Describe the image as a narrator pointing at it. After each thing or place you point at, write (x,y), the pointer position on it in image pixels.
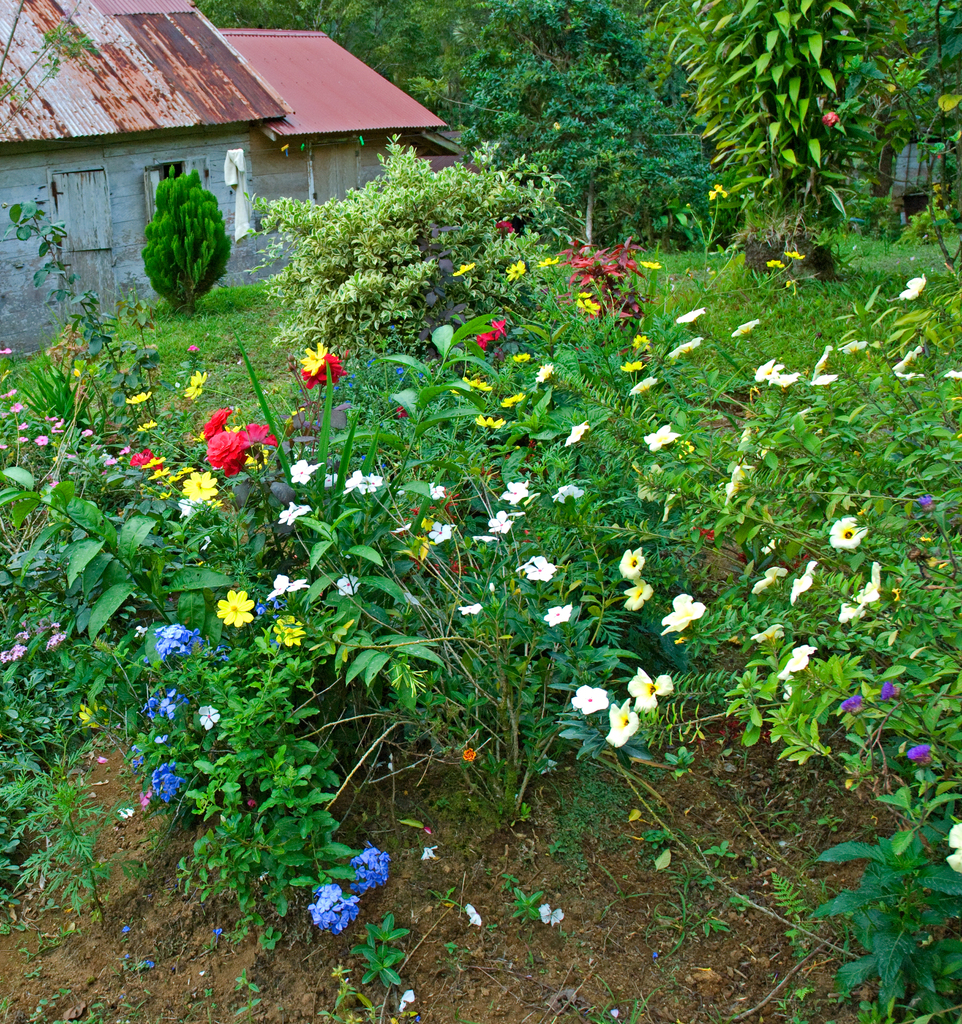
In the center of the image (456,514) we can see plants (623,549) with different colored flowers (895,592). In the background (501,216), we can see houses (249,169), trees (538,9), grass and some objects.
